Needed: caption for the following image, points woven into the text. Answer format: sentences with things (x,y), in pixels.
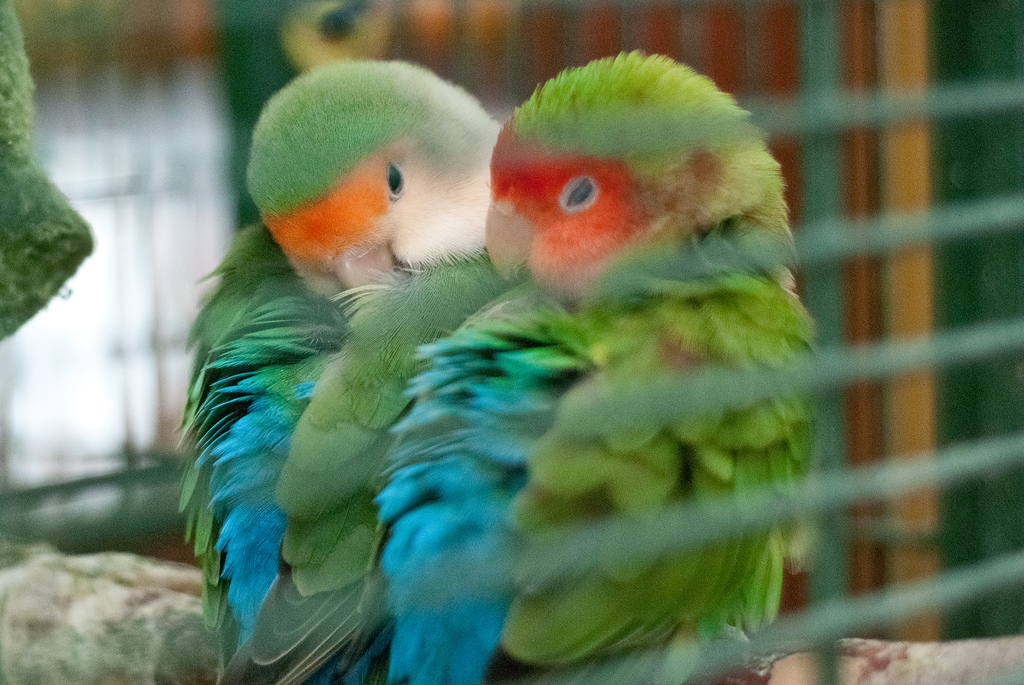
In this image I can see two birds (308,449), they are in green, blue and orange color and I can see blurred background (468,27).
